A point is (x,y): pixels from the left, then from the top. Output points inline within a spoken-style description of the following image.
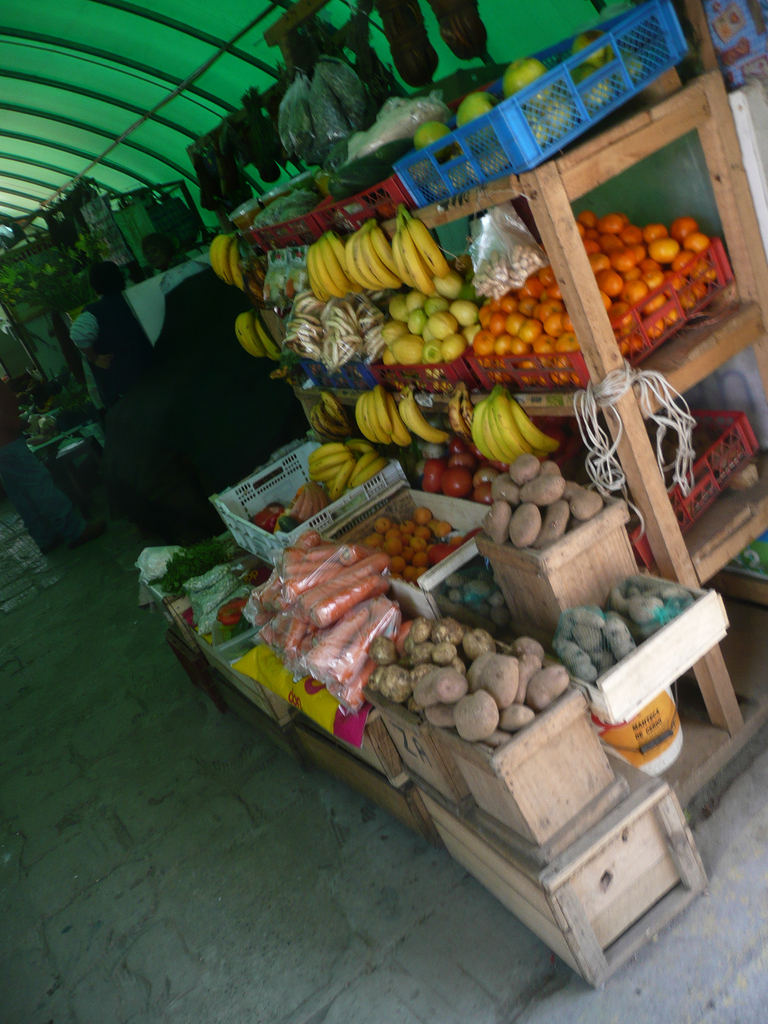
In this image we can see a group of fruits (506,394) and vegetables (289,527) containing bananas (360,458), oranges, carrots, potatoes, tomatoes (425,479) and leafy vegetables (208,544) placed in the containers (514,573) and the racks (624,401) under a roof (240,5). On the backside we can see a group of people (151,450) standing.
